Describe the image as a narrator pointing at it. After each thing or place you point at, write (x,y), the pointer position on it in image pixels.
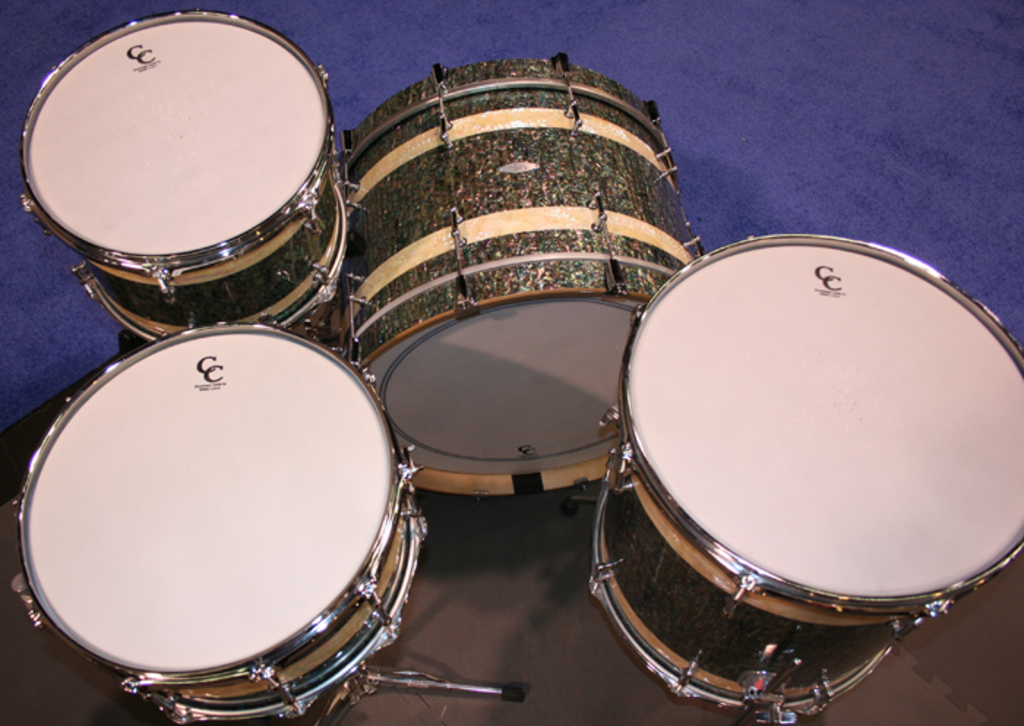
In this image I can see few drums (730,478), they are in white and brown color, background (898,128) I can see the cloth (927,233) in blue color.
